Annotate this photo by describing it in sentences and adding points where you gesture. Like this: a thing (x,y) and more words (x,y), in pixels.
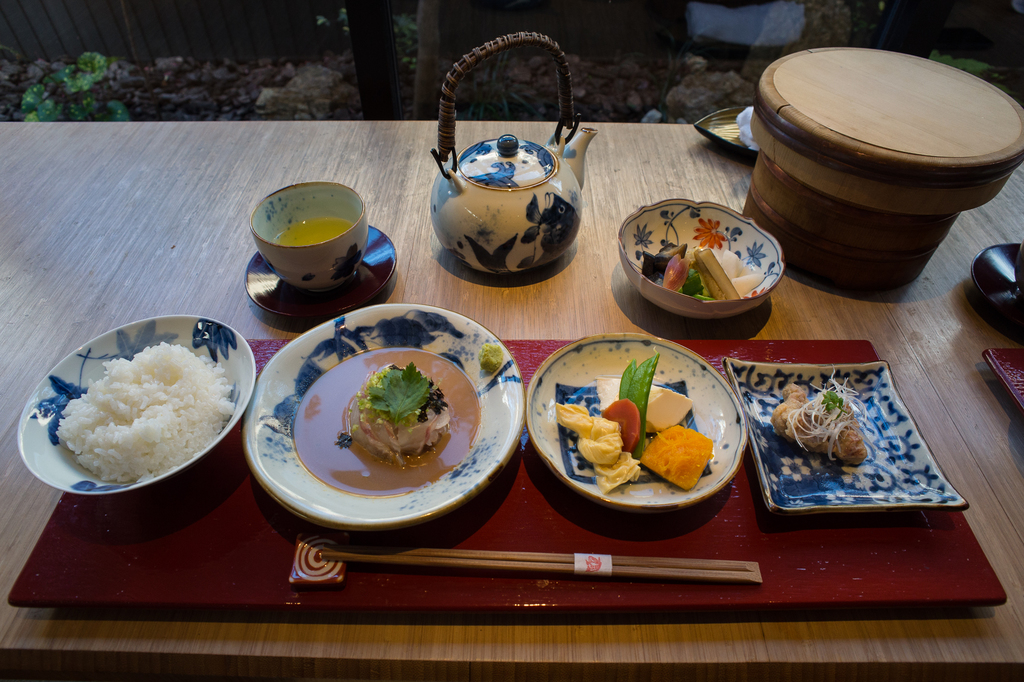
In this image I can see food (355,418) in plates (313,482), chopstick (492,561), a cup (309,203) and a table (106,205).
